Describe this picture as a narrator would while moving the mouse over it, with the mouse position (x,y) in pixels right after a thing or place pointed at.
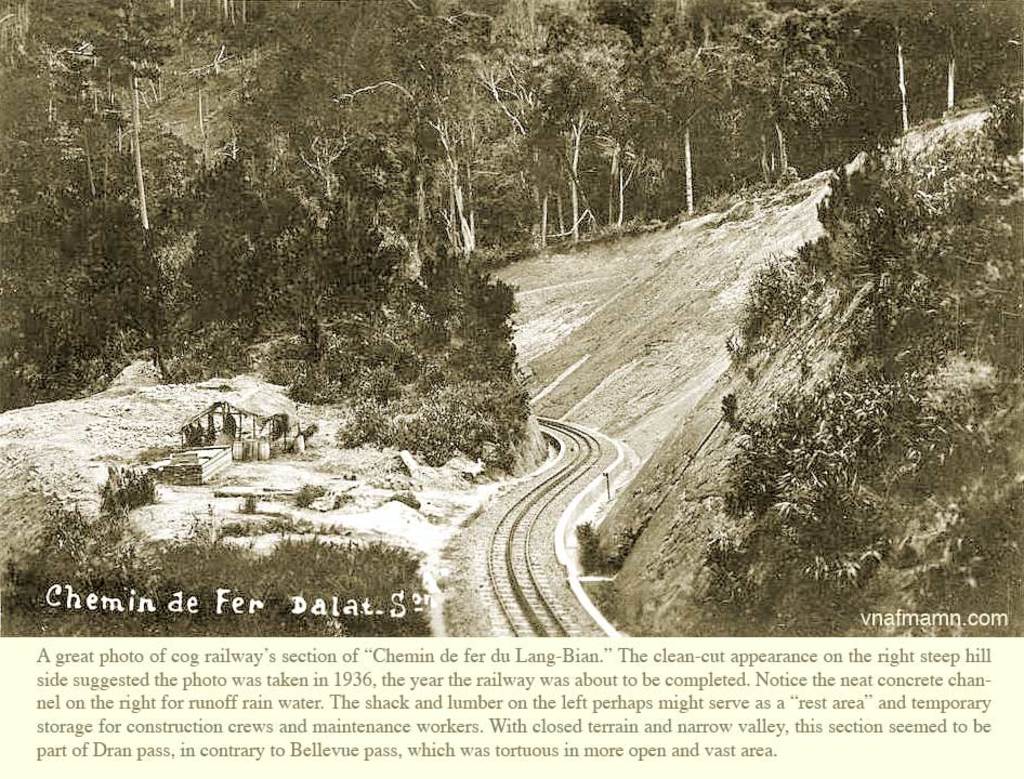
In this image I can see few trees (677,19), shed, railway-track (517,602) and ground (366,490). I can see something is written on the paper (871,705).
